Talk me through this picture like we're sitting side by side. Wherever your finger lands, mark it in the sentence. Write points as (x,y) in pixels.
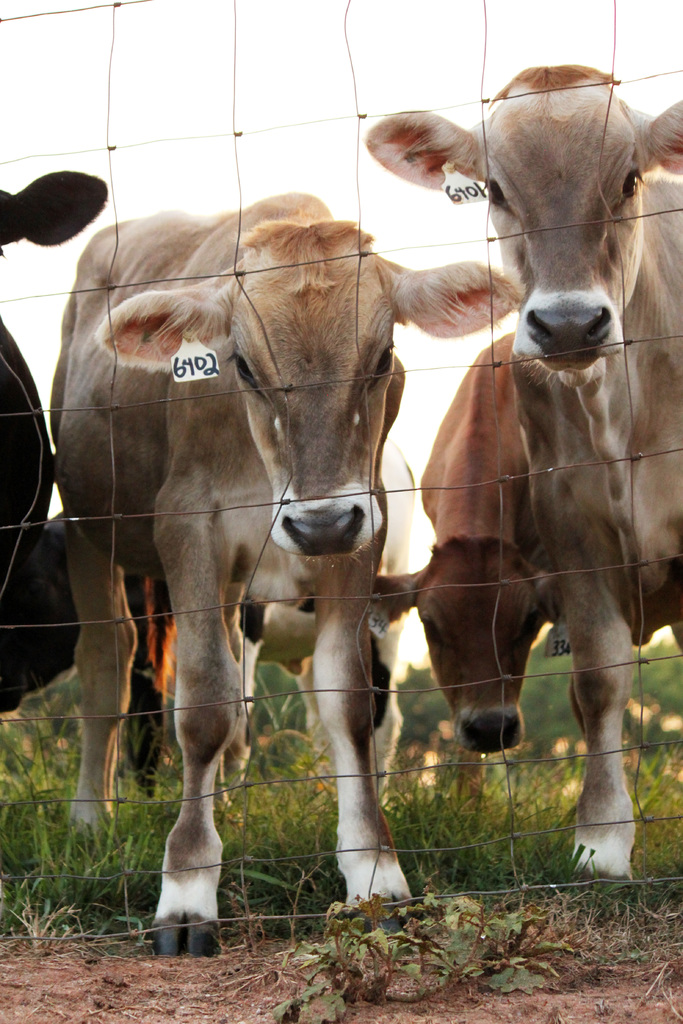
In this image, we can see cows (337,503) and there are some stickers (214,353) pasted on them and there is a mesh (502,749). At the bottom (424,877), there is ground (467,869) covered with grass (481,825).
